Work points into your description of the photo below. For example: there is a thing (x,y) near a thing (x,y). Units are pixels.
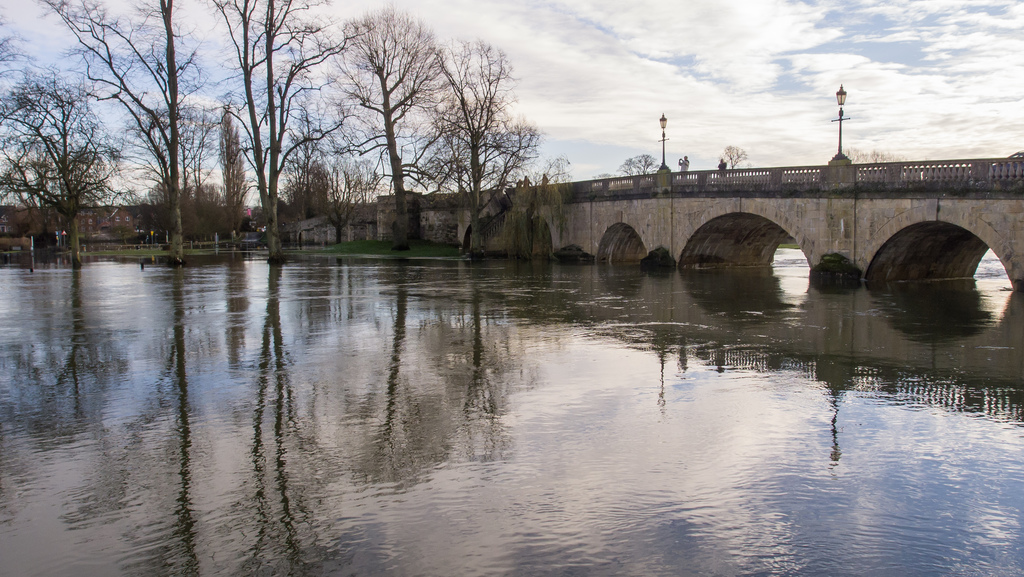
This is water (479,394), in the right side (860,177) it is a bridge (739,201). These are the big trees (279,167).
